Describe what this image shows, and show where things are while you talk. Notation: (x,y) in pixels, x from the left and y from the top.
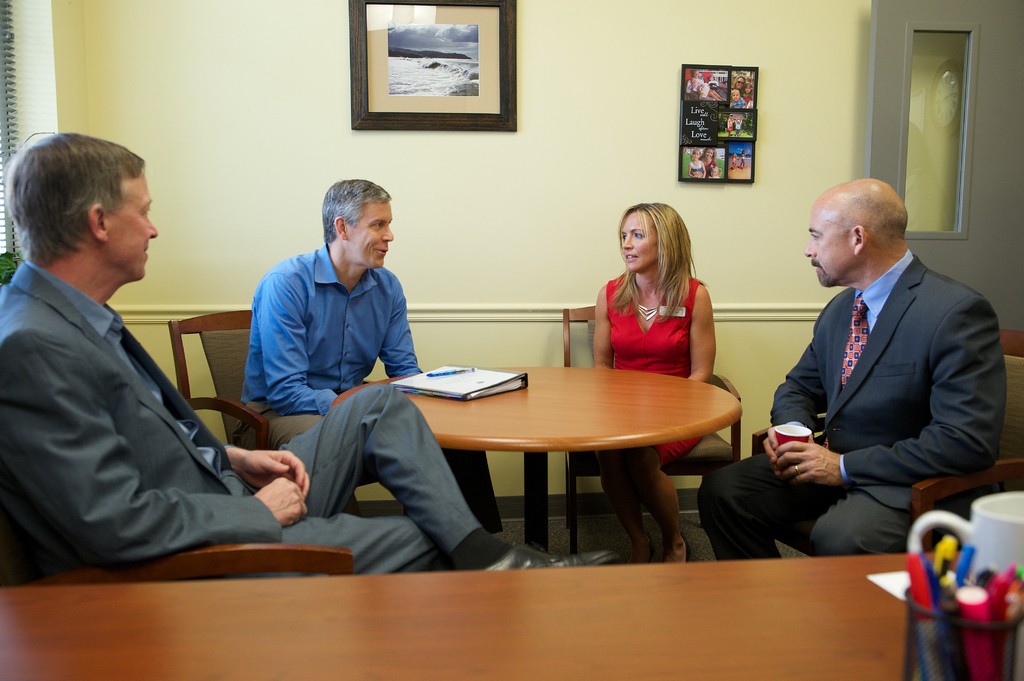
A group of four people (303,338) are sitting around a table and discussing. Of them three are men (344,244) and one is women (647,224).
